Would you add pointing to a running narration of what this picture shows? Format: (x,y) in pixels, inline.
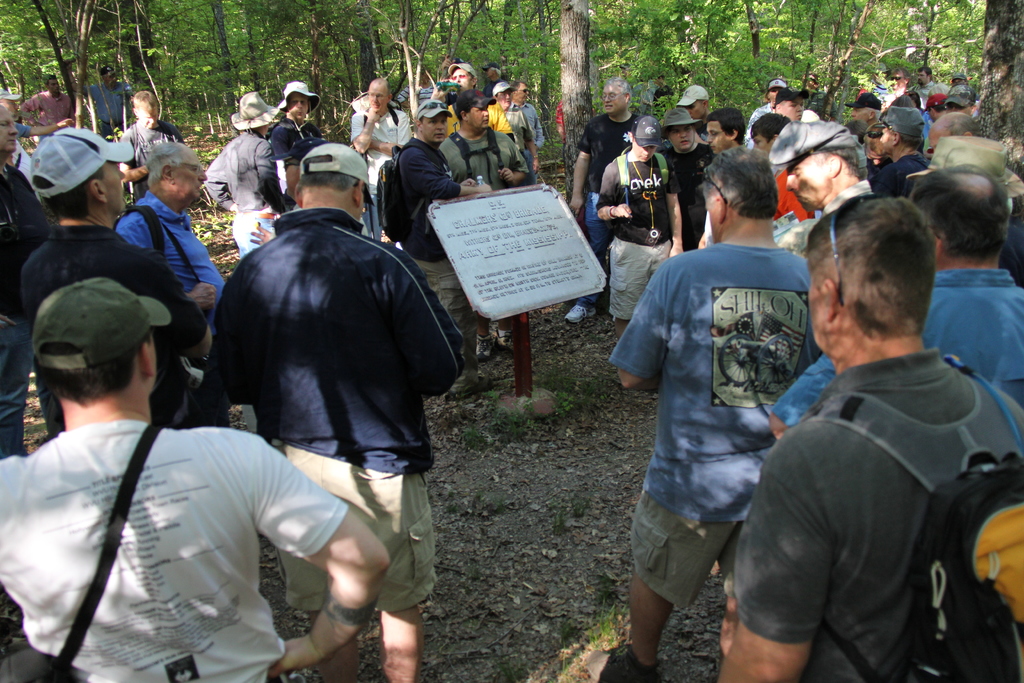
In the image there are many people (703,378) standing and there are caps (353,160) on their heads (933,195). In between them there is a pole (521,343) with white board (502,264) with something written on it. In the background (683,74) there are many trees (983,116).
